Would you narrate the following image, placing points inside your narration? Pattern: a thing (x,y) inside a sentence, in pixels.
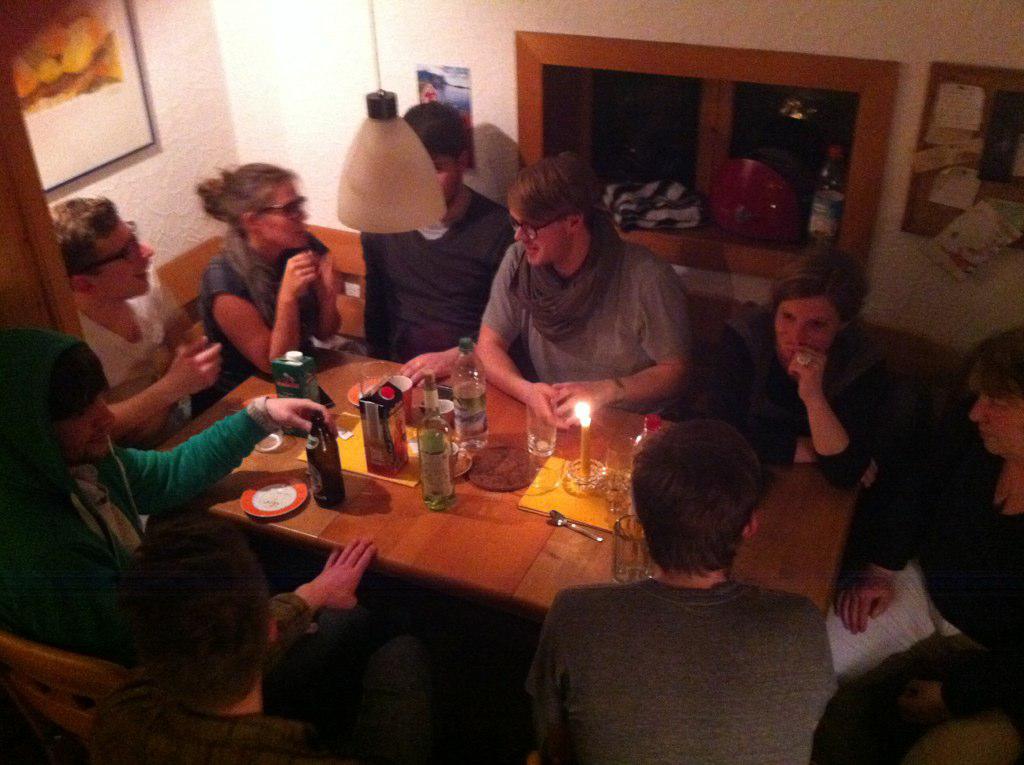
People (676,336) are sitting on the chair (348,300) near the table (430,527) and on the table (579,545) we have bottle (465,400), glass (552,438), candle (586,449), saucer (299,494) and above light (396,168) in the back (126,87) in the wall (222,84) photo frame (139,87).
